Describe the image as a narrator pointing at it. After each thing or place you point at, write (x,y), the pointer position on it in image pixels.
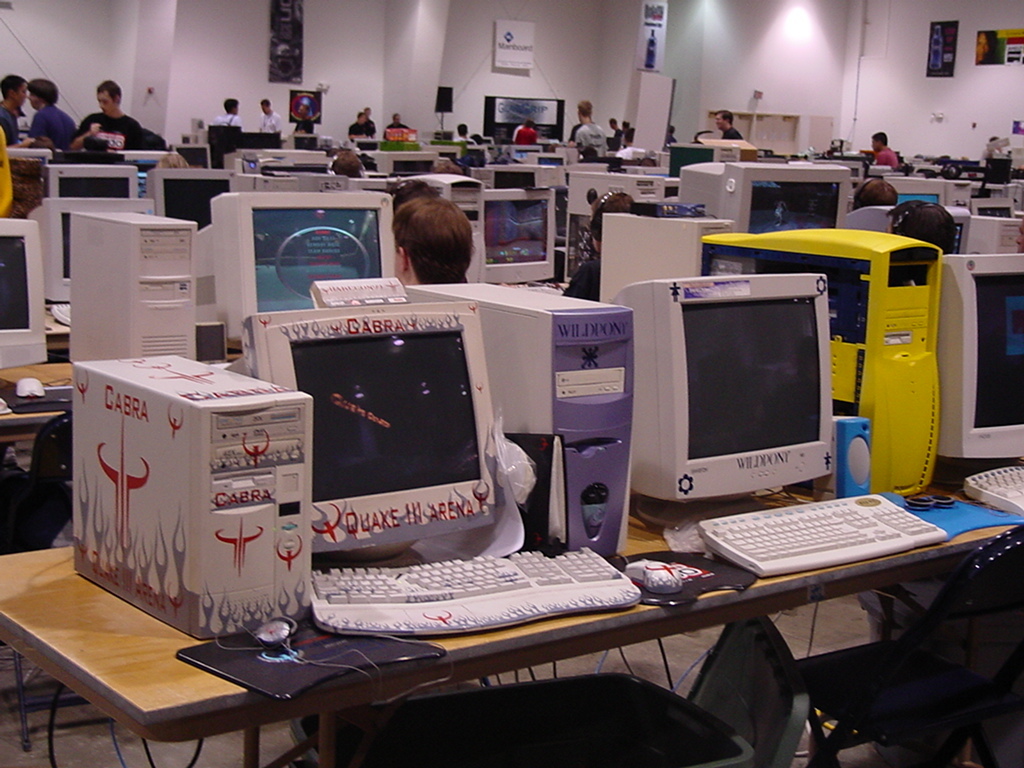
This is a picture taken in a center (761,300). In this room (770,285) there is lot of monitors (395,405), cpu (173,465), keyboard (481,582), mouse (650,577) on a table (117,623). There are the people (420,251) who are working on a monitors (318,249) and some people (68,122) are standing and background of this people (117,119) there is a white wall (379,70).
